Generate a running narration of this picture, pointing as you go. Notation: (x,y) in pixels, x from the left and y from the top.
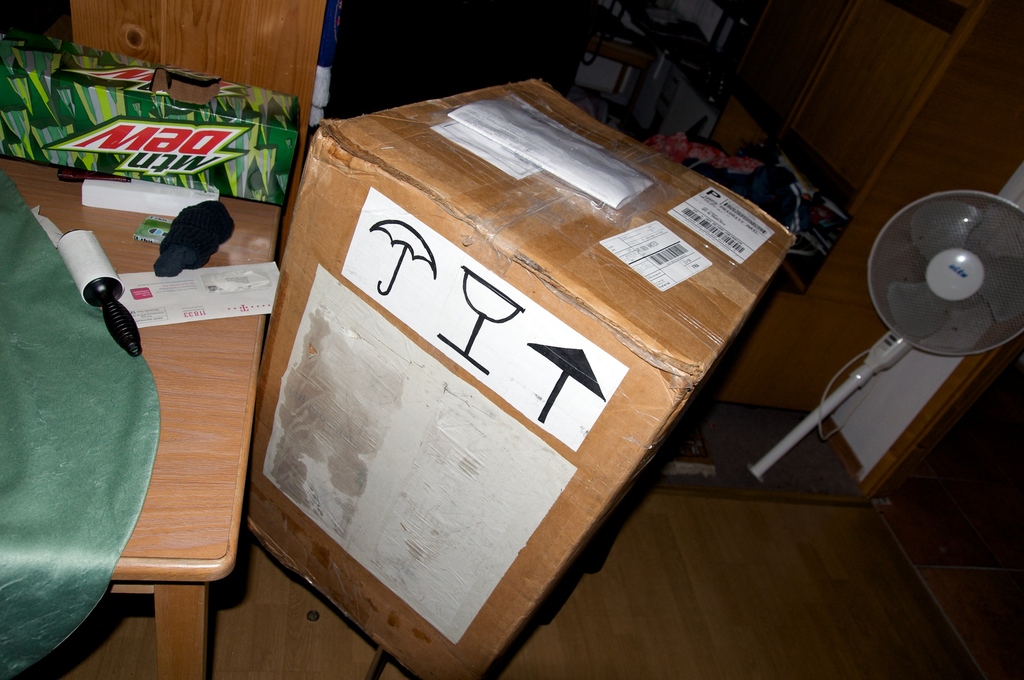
In this picture I can see a table (170,386) which has some objects (137,150) on it. Here I can see a box (688,354) and a table fan (786,441). In the background (795,75) I can see some wooden objects (839,75).
